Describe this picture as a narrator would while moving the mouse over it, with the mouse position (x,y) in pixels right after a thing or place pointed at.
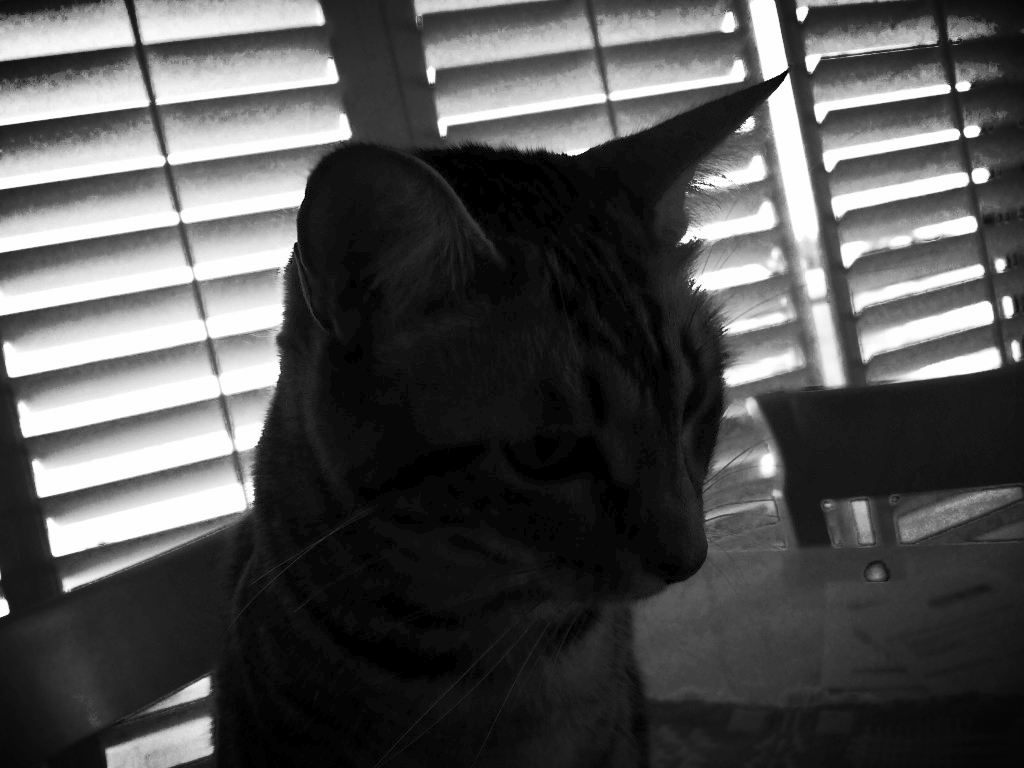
In this image I can see a cat (431,439), behind this there is the window (813,201).
